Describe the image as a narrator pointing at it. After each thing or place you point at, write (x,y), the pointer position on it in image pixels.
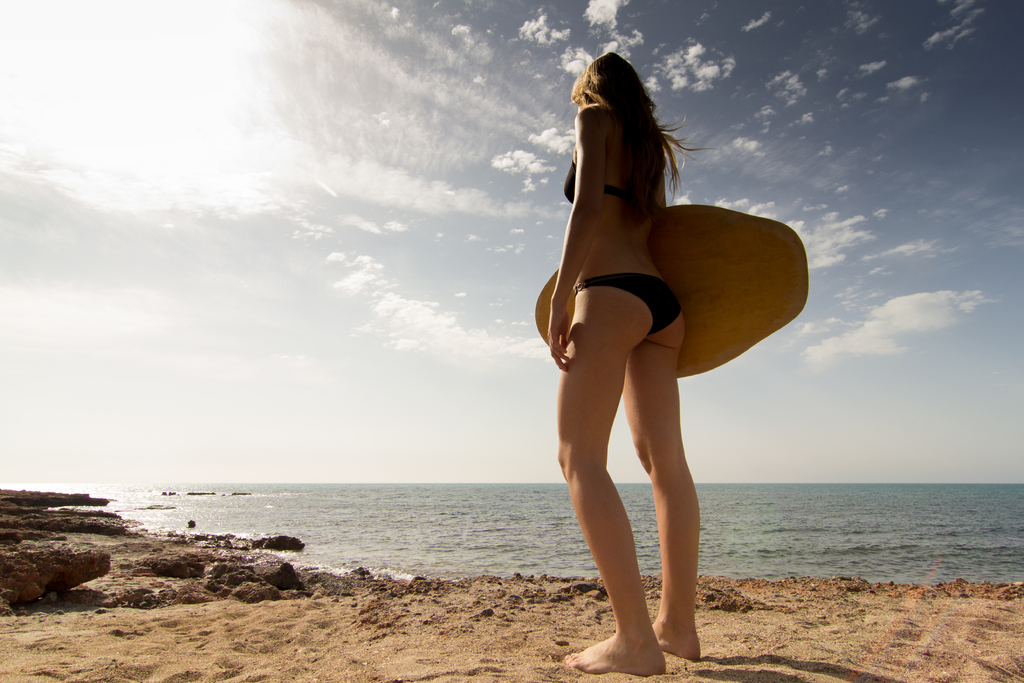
Here we can see a woman (584,468) standing on a beach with a board (720,319) and the sky (527,278) is cloudy.
